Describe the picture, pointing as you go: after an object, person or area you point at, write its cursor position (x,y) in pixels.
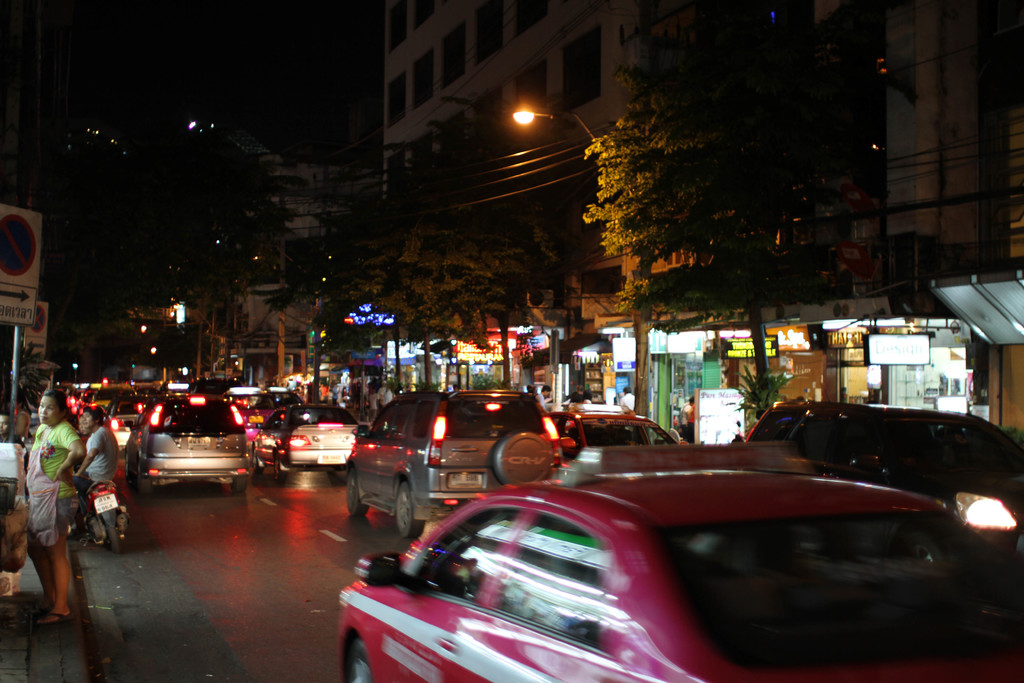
In the foreground of the picture (370,465) there are cars (181,421), on the road (308,568). On the left (11,374) there are sign boards (21,297), trees (29,373) and people (88,478). In the background (530,250) there are trees (513,275), street lights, plants (753,398) and buildings (618,30).
